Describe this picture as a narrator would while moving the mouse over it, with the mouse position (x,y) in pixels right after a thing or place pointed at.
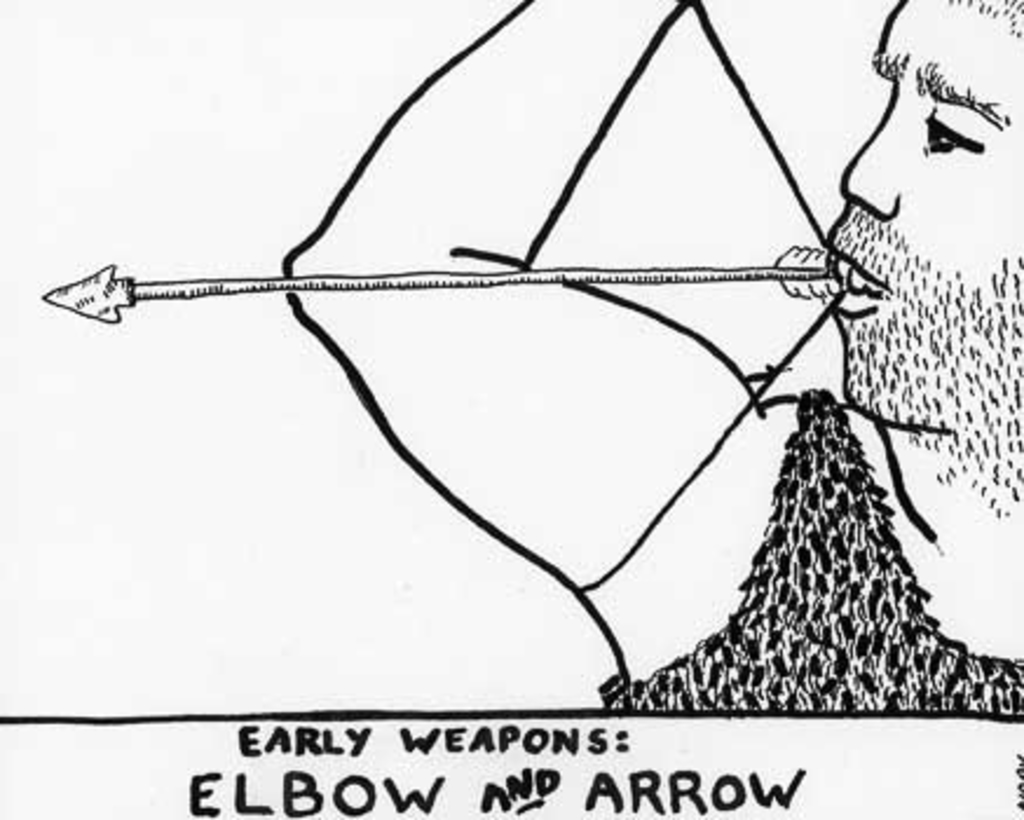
The picture is a drawing. In the center of the picture (494,281) there is an arrow (74,289). On the right (1008,382) there is a person's face (933,254). At the bottom (549,766) there is text (518,746). In the picture there are other objects (922,613).
